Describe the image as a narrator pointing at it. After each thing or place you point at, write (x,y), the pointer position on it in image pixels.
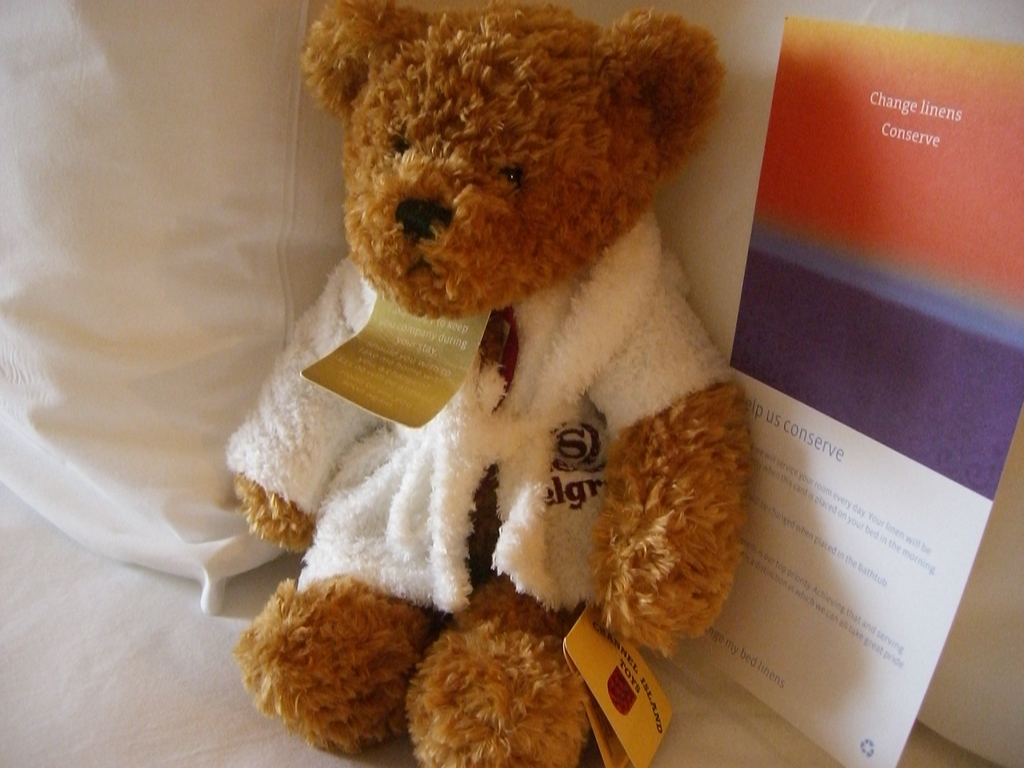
There is a teddy bear (378,489) on the bed (170,718). And the teddy bear (560,161) is wearing a white sweater (427,460) with the tag (375,375) in its neck (493,316). To the right of the teddy bear (604,391) there is a paper (878,351). To the left of the teddy bear (390,329) there is a pillow (155,208).
